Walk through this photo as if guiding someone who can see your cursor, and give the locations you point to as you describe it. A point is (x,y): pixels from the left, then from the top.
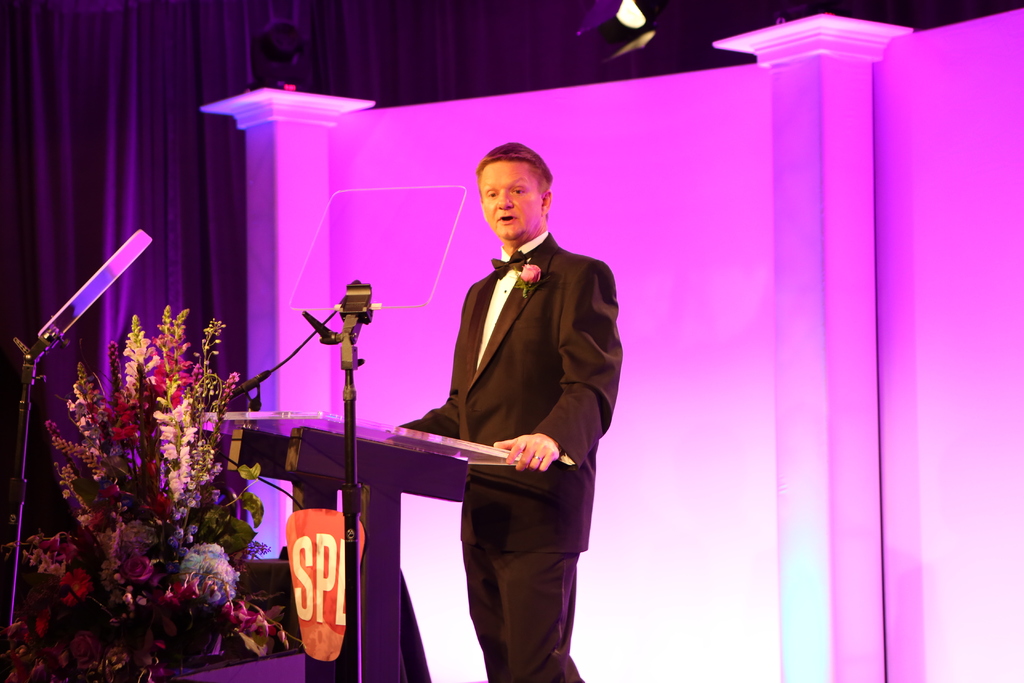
In this picture I can observe a man (492,440) standing in front of a podium (327,449) in the middle of the picture (487,452). He is wearing a coat (500,391). On the left side (165,437) I can observe a bouquet (191,454). In the background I can observe black color curtain (212,53).
